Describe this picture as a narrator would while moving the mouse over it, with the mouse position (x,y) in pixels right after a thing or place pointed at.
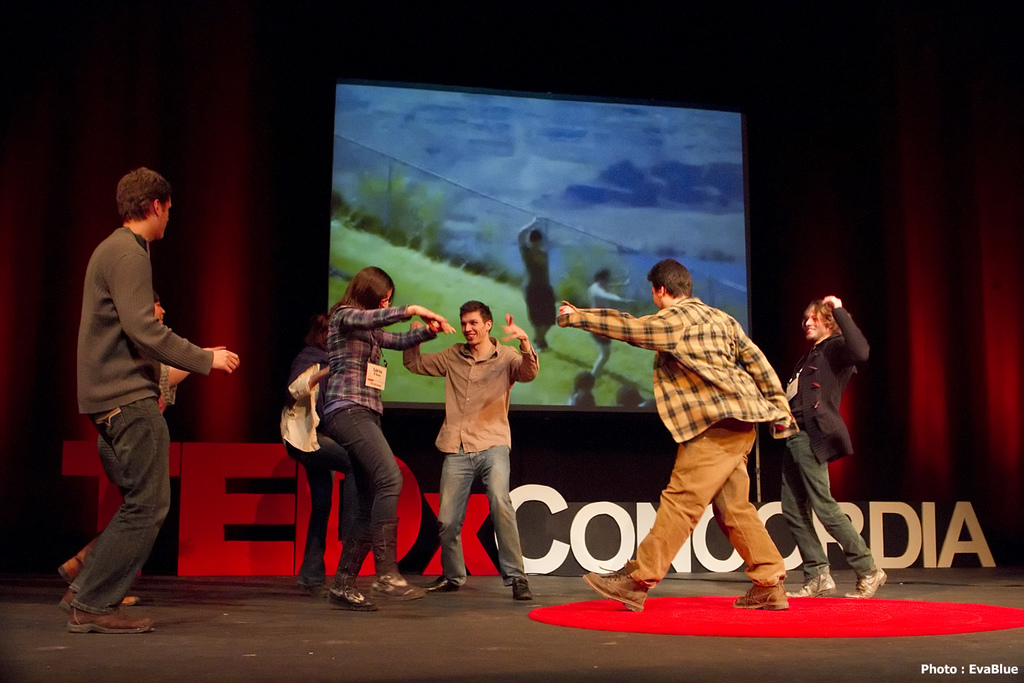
In this image, we can see a group of people (812,560) are dancing on the floor (635,641). Here we can see a red mat (788,616). Background (432,274) we can see a curtain (182,312), screen (449,279). At the bottom (996,672), we can see a watermark (955,667) in the image. Here we can see two people (485,347) are smiling.
